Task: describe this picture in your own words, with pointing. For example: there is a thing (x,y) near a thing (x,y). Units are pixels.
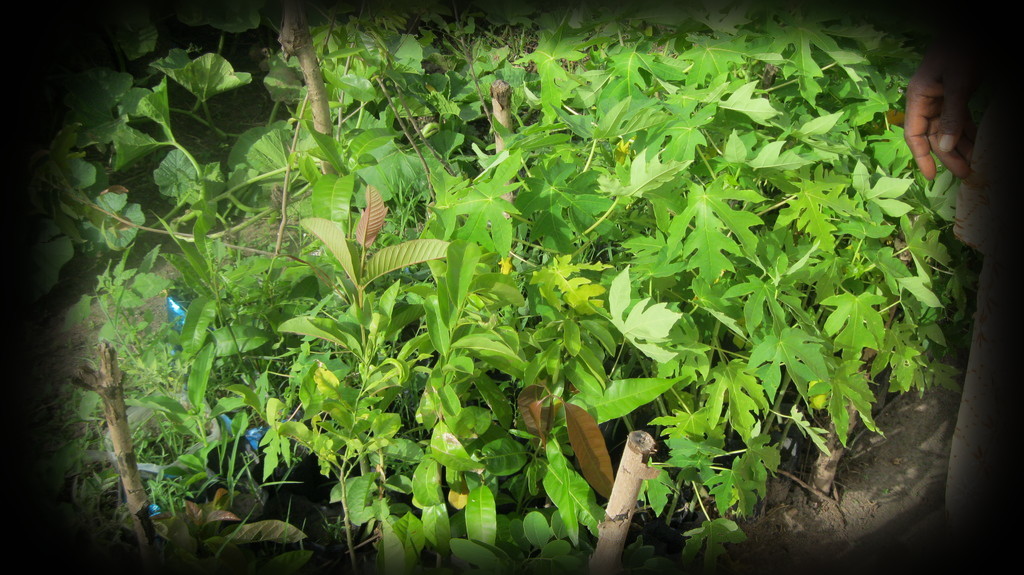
In this image we can see few plants (503,228), sticks (619,496) and a person's hand (942,154).
